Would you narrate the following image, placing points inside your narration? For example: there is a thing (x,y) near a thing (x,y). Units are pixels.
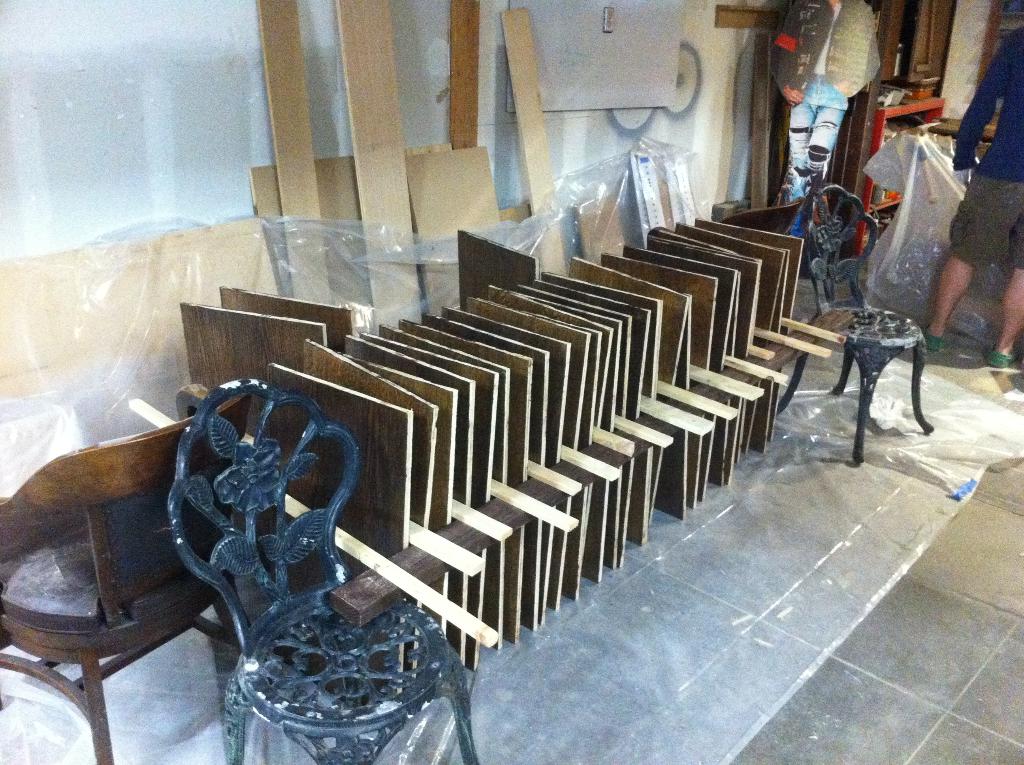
In this picture we can see wooden cardboard pieces (589,568) arranged in a sequence manner on the floor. Here we can see wooden pieces (320,180). Here we can see a man (959,219) standing on the floor (1016,374).
